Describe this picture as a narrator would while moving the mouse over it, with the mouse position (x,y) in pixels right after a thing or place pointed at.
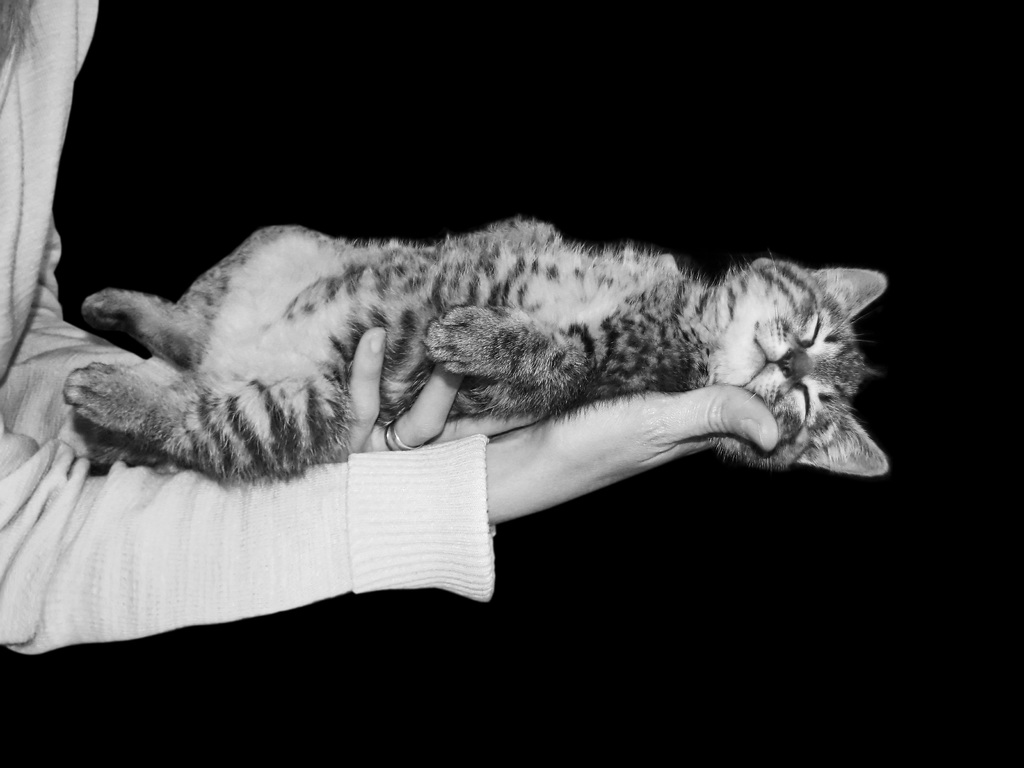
In this image there is one person (122,490) who is holding a cat (490,299), and there is a black background (191,124).
